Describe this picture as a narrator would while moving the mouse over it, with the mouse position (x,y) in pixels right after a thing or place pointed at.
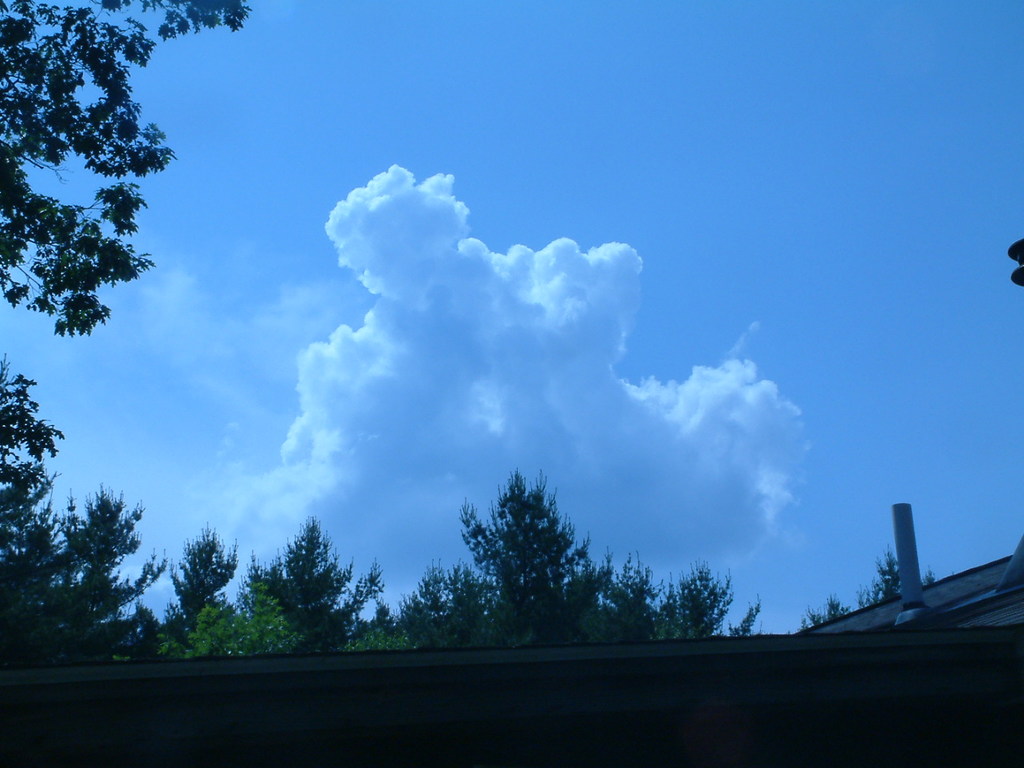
In this image we can see clouds (308,414), trees (54,167), roof (502,655) and sky (840,296).
